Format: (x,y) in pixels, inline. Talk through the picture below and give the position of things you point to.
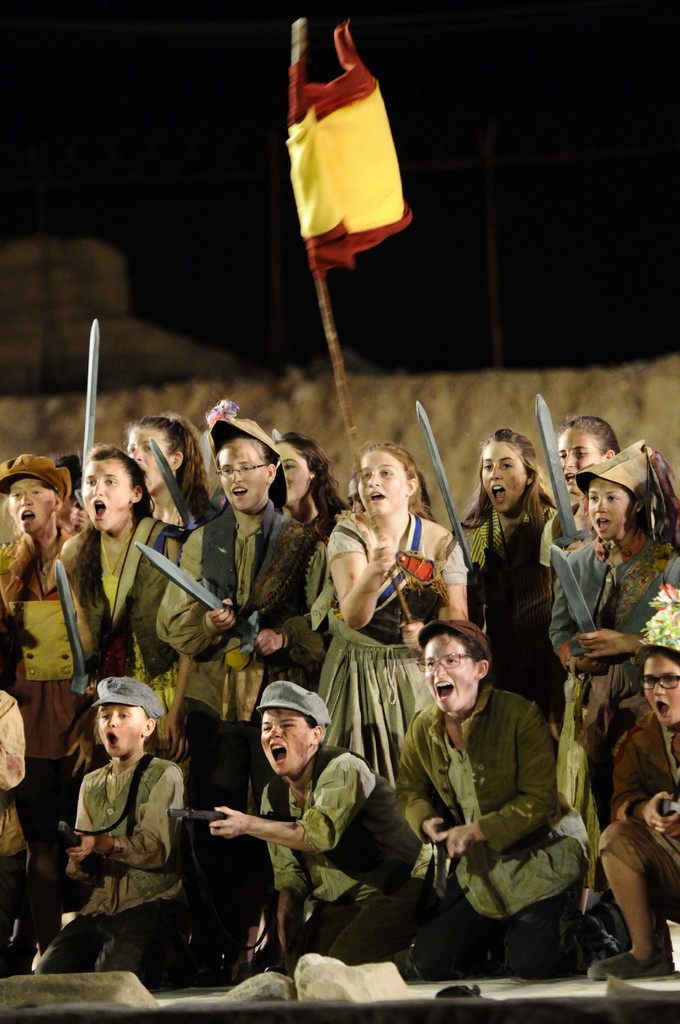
In this image we can see there are a few people (305,542), some are sitting and some are standing. In their hands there is a sword (586,618). In the background of the image (455,317) is dark.
